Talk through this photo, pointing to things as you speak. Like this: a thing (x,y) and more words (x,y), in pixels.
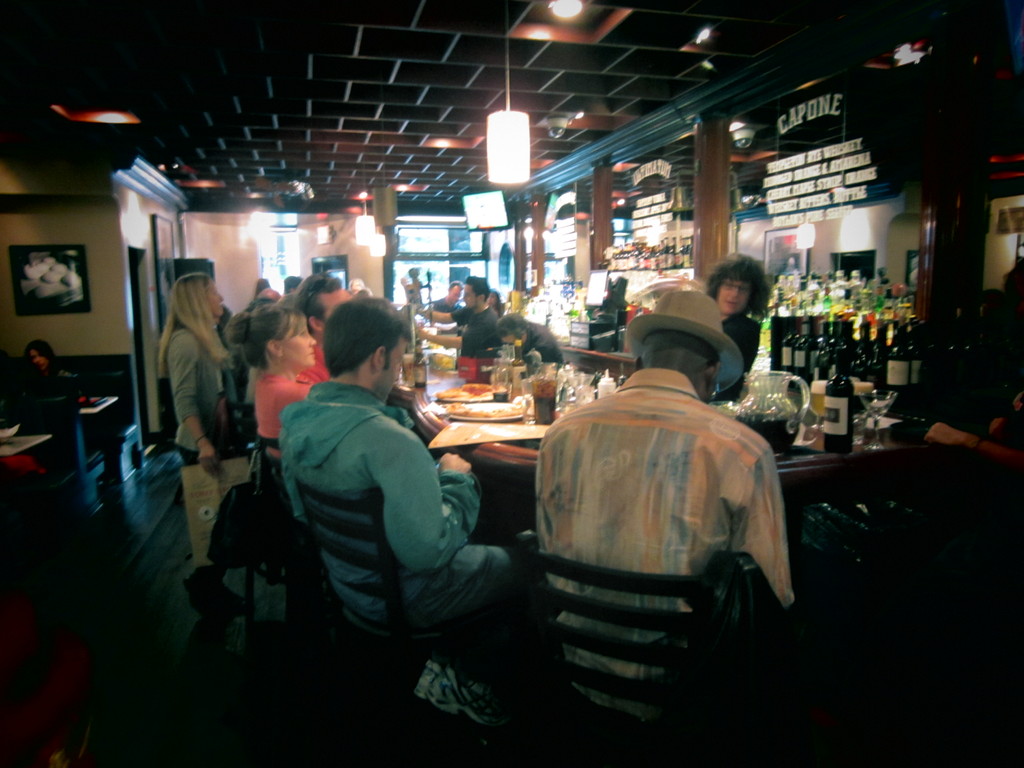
In the image we can see there are many people (395,406) standing and some are sitting. They are wearing clothes (385,442) and this person (669,396) is wearing hat (687,331). There is a table (508,460), on the table (500,474) there is a jug (775,422), bottle (834,355), glass (567,404) and food (490,414) on a plate (478,411). These are the lights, floor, frame (55,281), wall (106,306) and a window (401,262).
